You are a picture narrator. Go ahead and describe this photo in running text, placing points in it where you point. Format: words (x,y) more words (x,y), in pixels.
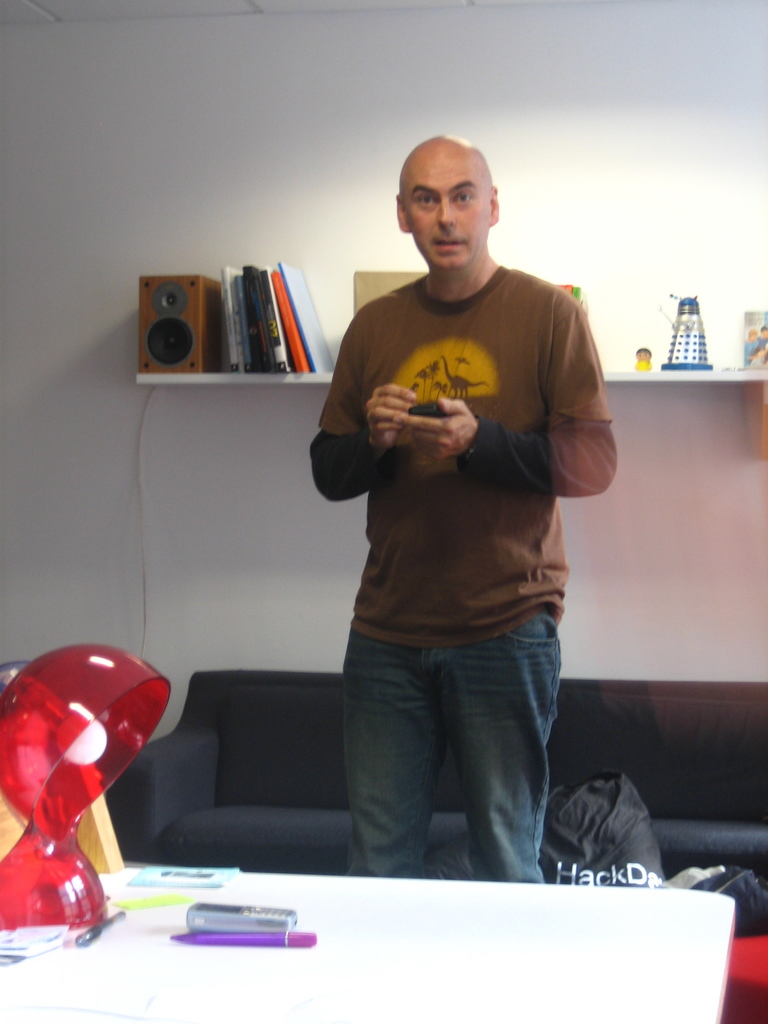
In this picture we can see a person (515,521) who is standing in front of the sofa (621,769) and there is a table (507,904) in front of him on which there are some pens (106,925), phones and a lamp (54,827) behind him there is a shelf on which there is a speaker (190,308) and some books (237,300).
